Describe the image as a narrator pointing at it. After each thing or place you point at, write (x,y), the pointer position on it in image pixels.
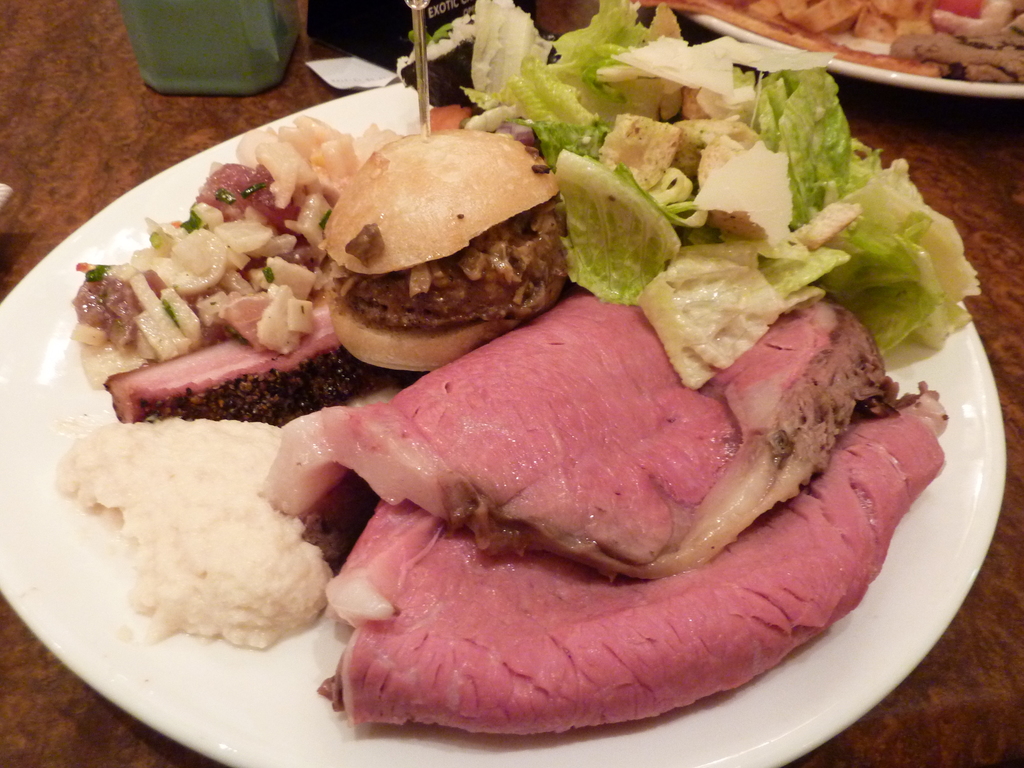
In this picture, we see two plates (102,422) containing the food items (677,343) are placed on the brown table (994,317). We even see the green color and the black color objects (275,49) are placed on the brown table (81,185).
